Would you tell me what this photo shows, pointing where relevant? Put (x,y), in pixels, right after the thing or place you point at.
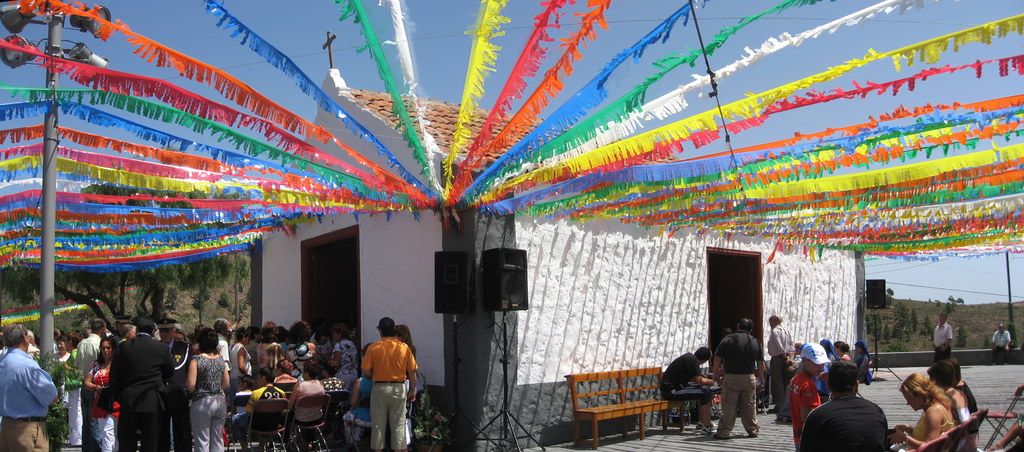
In this picture we can see a group of people (404,399), some people (401,411) are standing, some people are sitting on chairs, here we can see a bench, house (461,434), cross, decorative flags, electric poles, speakers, trees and we can see sky (741,9) in the background (644,31).
